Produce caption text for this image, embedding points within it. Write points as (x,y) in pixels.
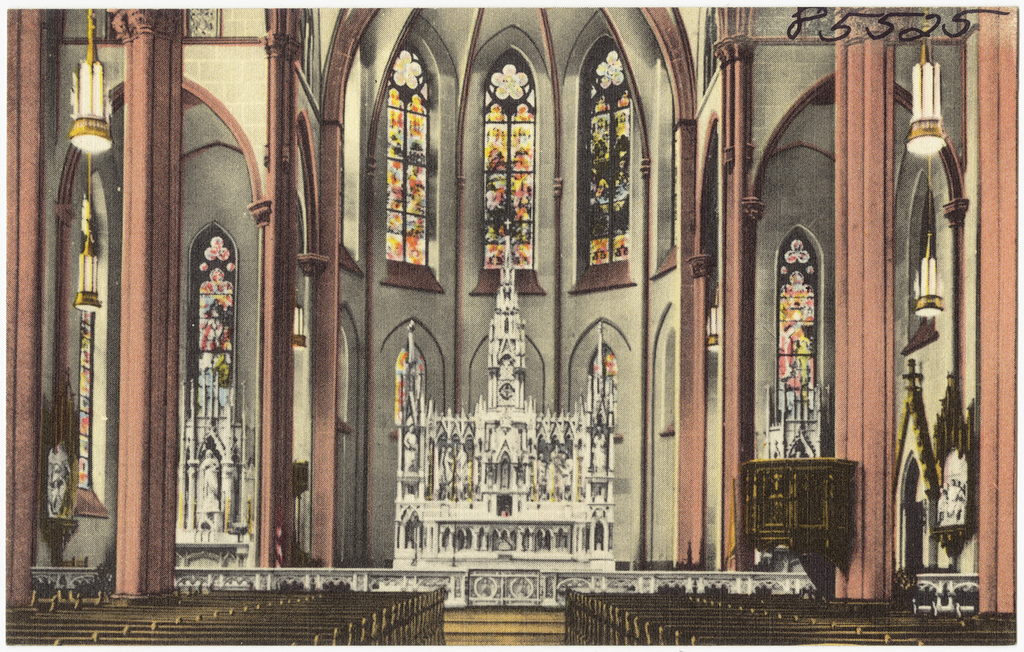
This is an edited image. This image consists of an inside view of a church (185,427). At the bottom (444,610) there are some benches (643,612). Here I can see few pillars (852,404). In the background (367,330) there is a wall (653,384) along with the windows (501,148).
